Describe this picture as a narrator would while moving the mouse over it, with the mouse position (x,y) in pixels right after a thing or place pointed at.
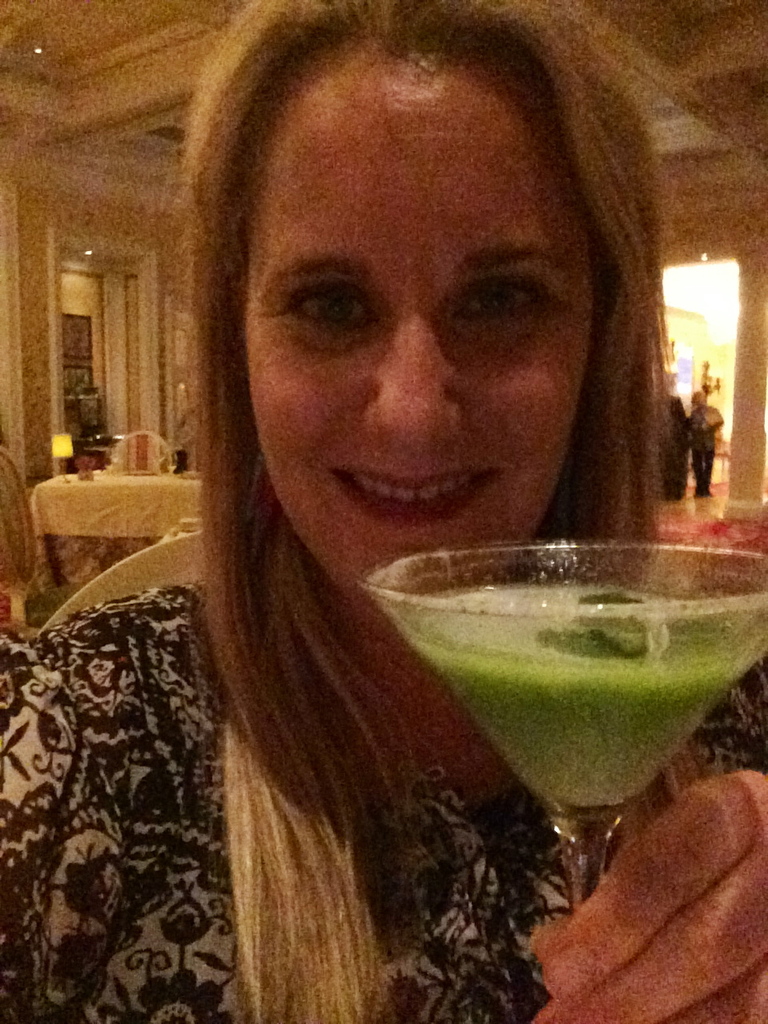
In this image there is a girl (220,695) holding the glass (588,806). In the glass (558,669) there is juice (509,701). In the background (122,489) there is a table (120,487) and there are chairs (120,452) around it. On the right side (703,459) there are few people (709,426) in the background (713,434).
